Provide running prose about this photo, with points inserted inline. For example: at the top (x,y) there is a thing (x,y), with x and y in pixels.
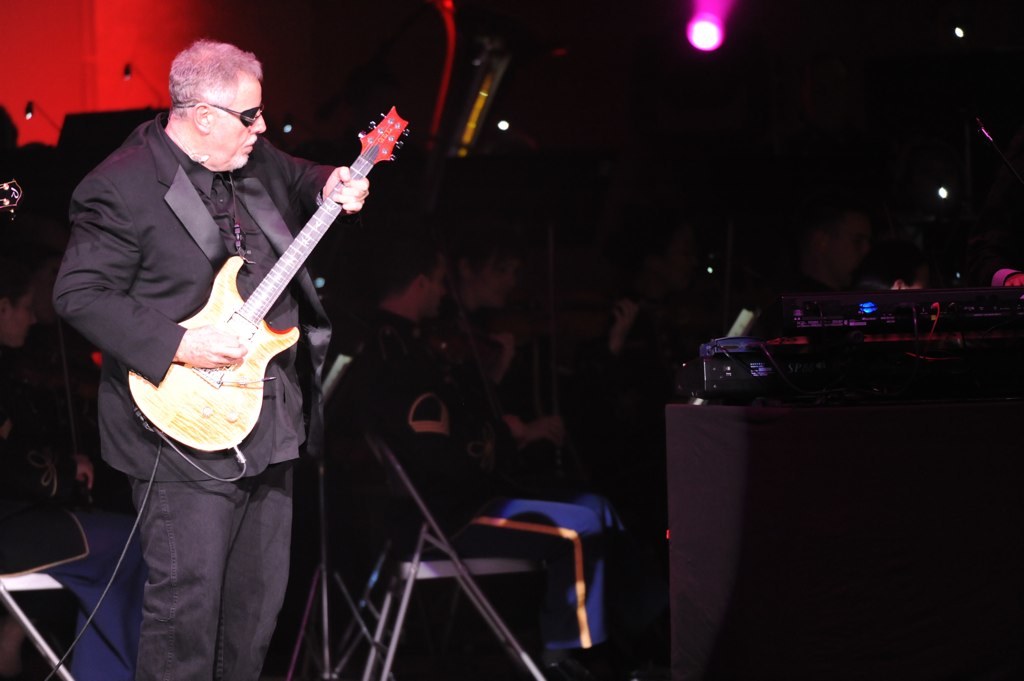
In this image I can see a man (284,390) is standing and I can see he is holding a guitar (241,298). I can also see he is wearing black dress (158,195), shades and in the background (369,356) I can see few people (539,552) are sitting on chairs (432,563). I can also see this image is little bit in dark from background (339,36).
